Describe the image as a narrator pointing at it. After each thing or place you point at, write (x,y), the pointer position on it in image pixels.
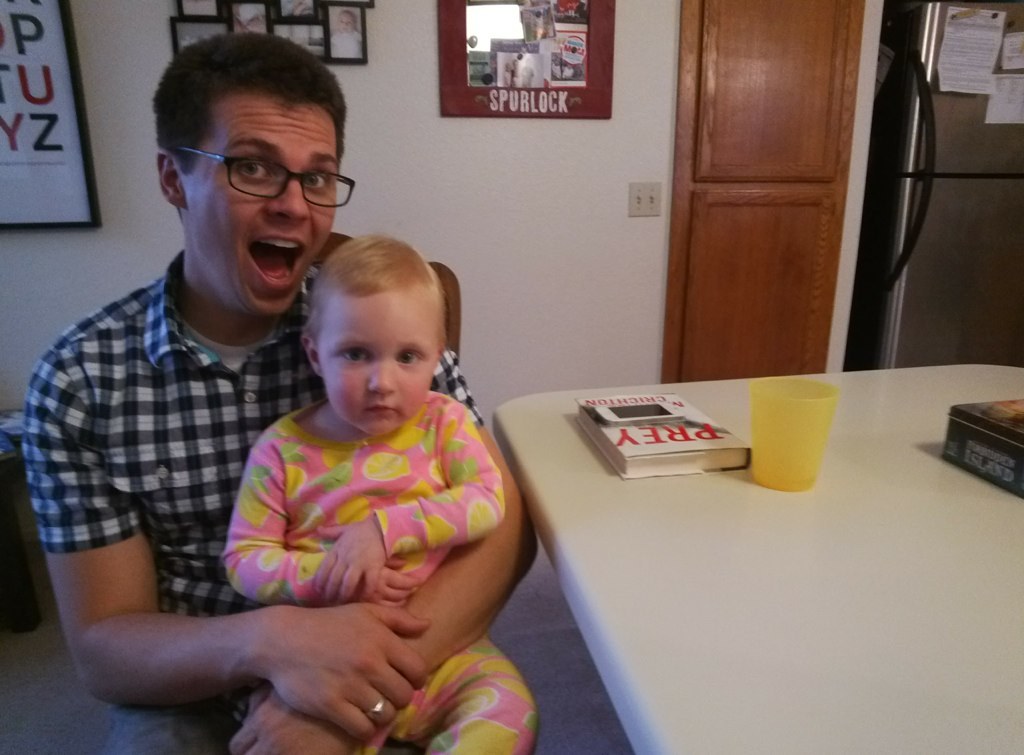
In this image there is a man (410,636) and a girl (444,692) sitting in a chair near the table (673,502), and in table (663,562) there is book (651,425), mobile (680,419), glass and in background (929,11) there is a refrigerator (1021,0), mirror (455,95) attached to wall (436,123), frame (313,18) attached to wall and a door (812,56).
